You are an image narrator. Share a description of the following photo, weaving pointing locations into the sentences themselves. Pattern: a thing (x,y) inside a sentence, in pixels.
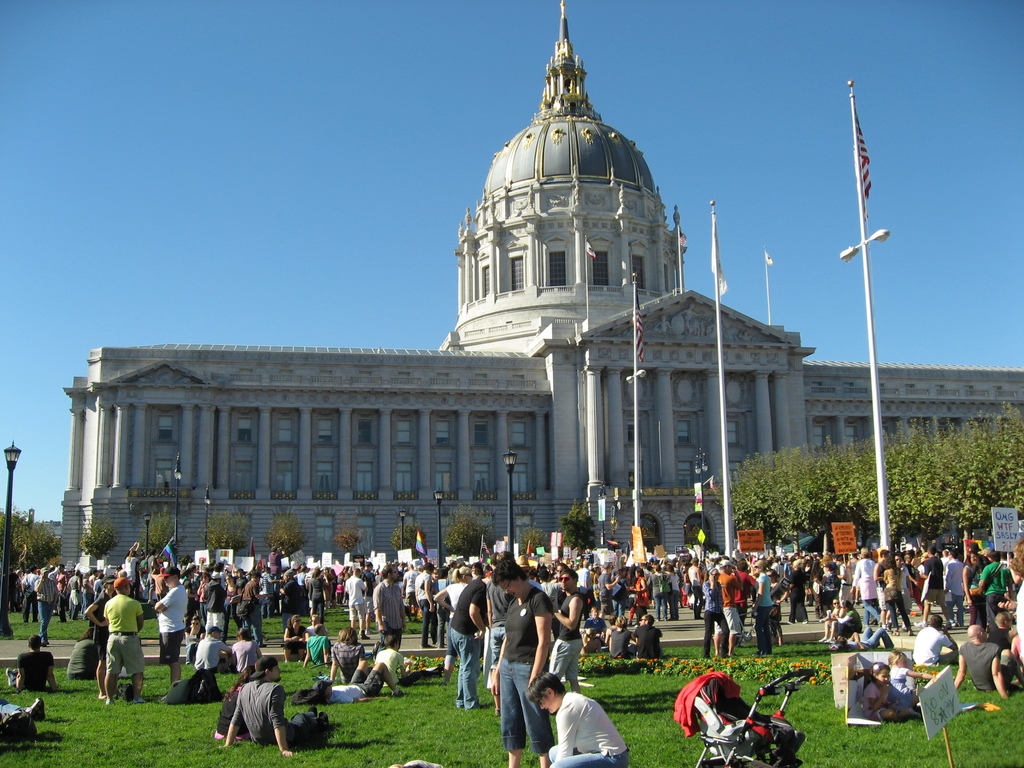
In the image we can see there are people (979,608) standing and others (963,649) are sitting on the ground (126,740). The ground (450,734) is covered with grass (136,721) and behind there are buildings (516,371). There are flags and there is a clear sky (244,232).
